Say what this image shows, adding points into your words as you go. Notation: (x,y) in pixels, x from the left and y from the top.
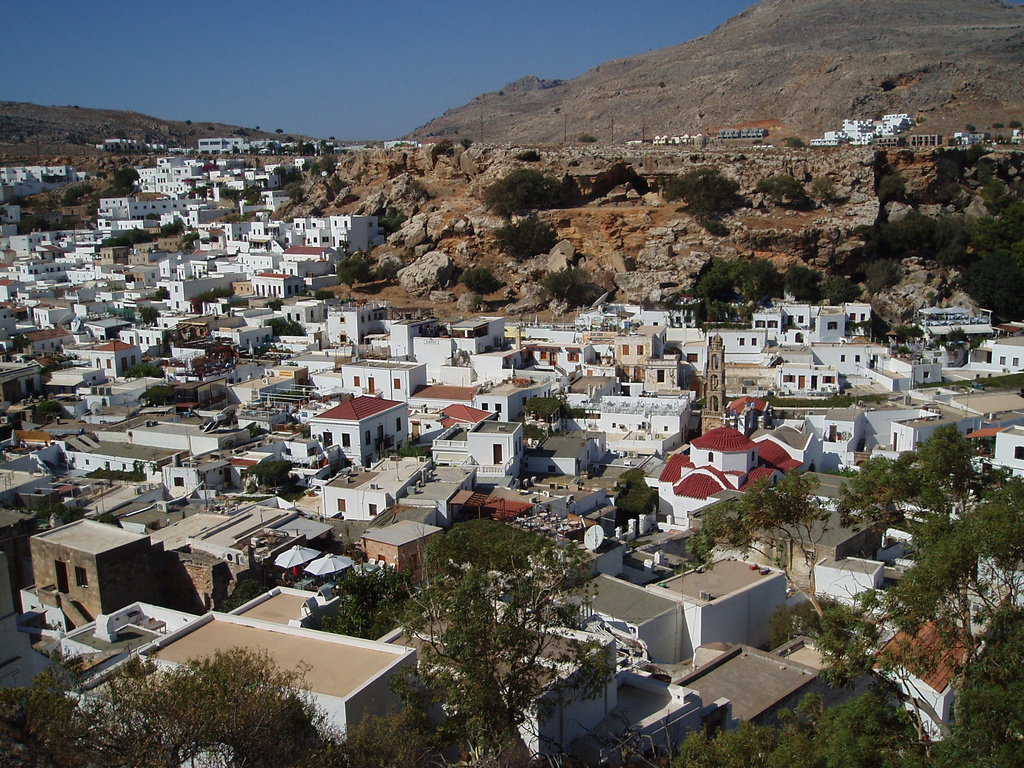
This is an outside view. Here I can see many buildings (393,393) and trees (150,736) on the ground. In the background (678,95) there is a hill (615,81) and some rocks (398,181). On the top of the image (268,36) I can see the sky (191,39).
